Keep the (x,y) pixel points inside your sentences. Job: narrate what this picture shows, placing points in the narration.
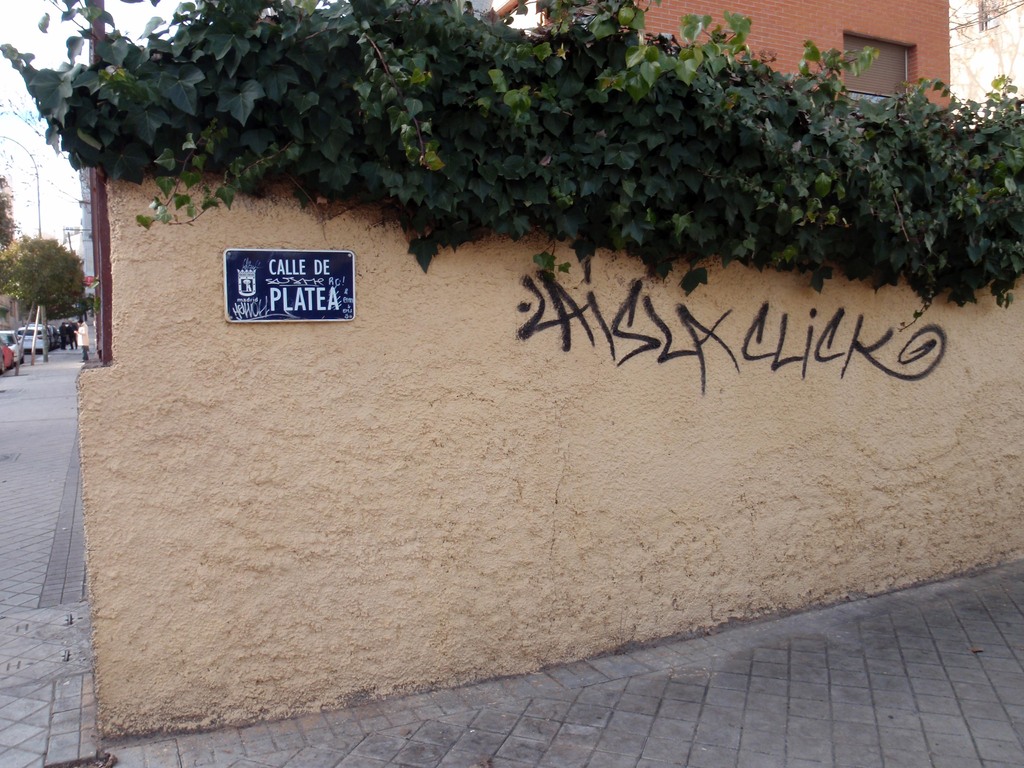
In this image we can see road (623,728), board (312,280) and text (619,331) written on the wall (525,306) and plants (592,247). In the background (42,346) on the left side (57,333) we can see vehicles (14,354) on the road (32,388), few persons (64,344), trees (61,315), poles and the sky (16,184). On the right side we can see a building (937,101) and window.
